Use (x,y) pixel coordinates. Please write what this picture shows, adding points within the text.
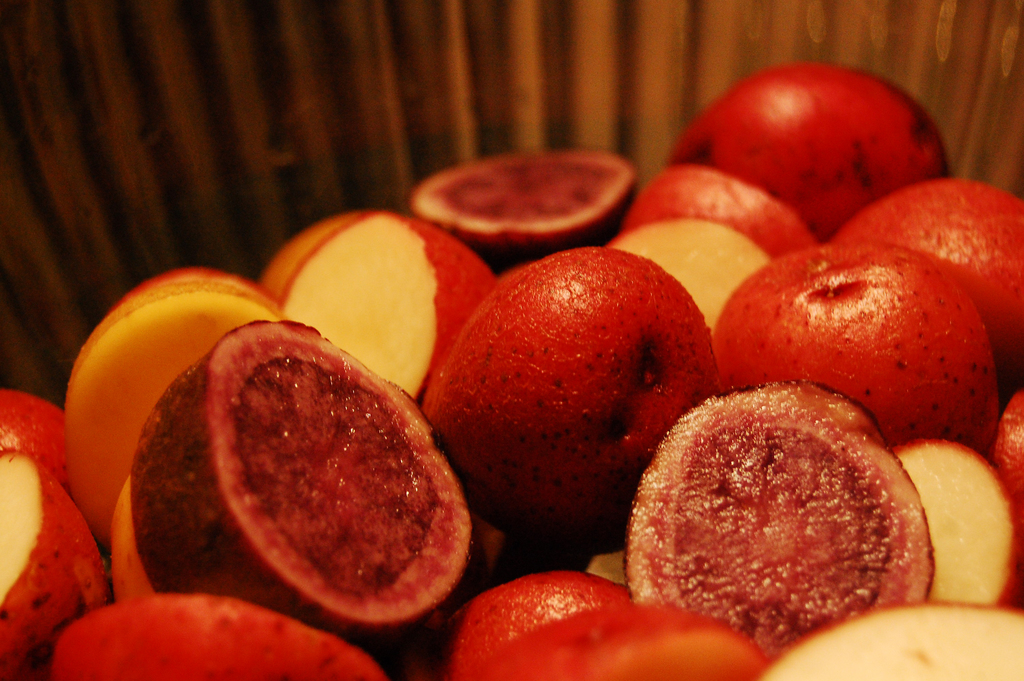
In this picture I can see there are potatoes (473,401) and they are cut into slices (763,530). They are in red color. In the backdrop (239,191), I can see there is a wooden object (648,74) and the backdrop (925,57) is blurred.
